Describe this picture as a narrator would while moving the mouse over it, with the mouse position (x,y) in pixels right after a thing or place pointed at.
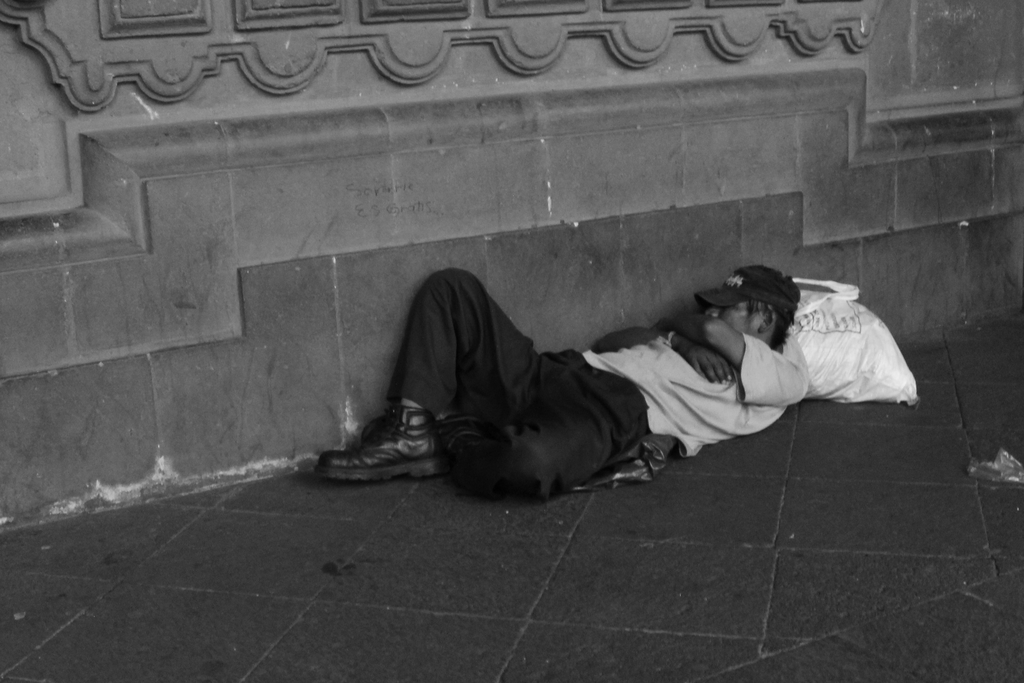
In this picture I can see a man (610,442) is lying on the ground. The man (698,364) is wearing a cap (739,284), shoes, t-shirt (763,378) and pants (539,415). This picture is black and white in color.
